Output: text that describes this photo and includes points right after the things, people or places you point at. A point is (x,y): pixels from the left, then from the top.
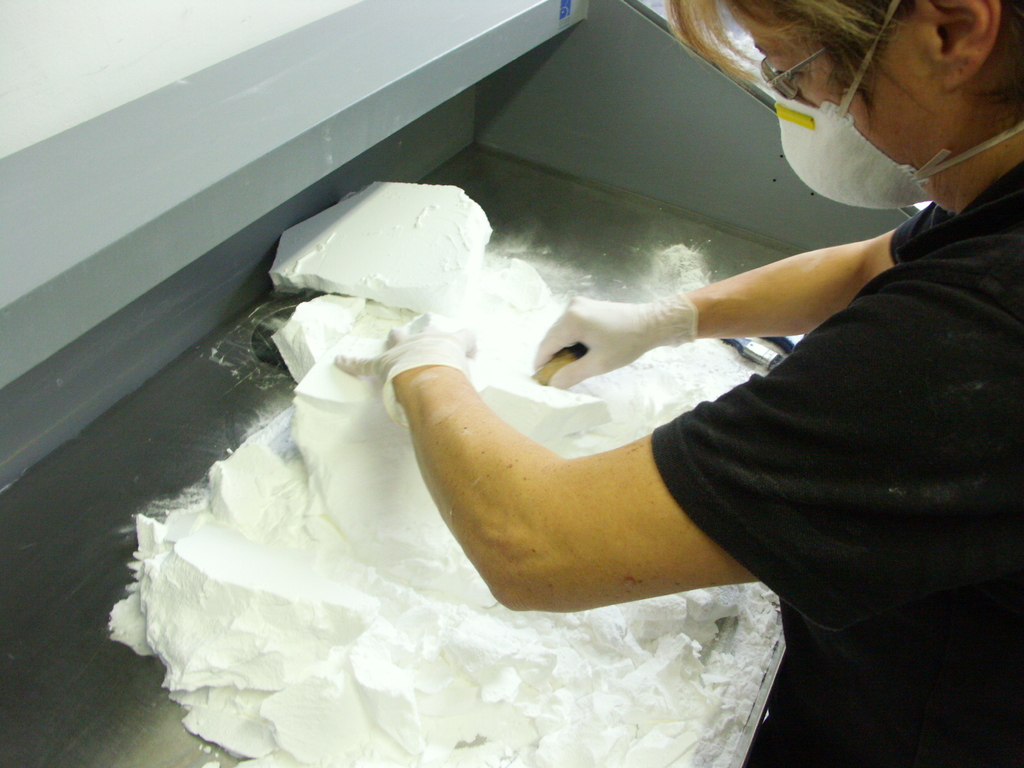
In this image there is a person (652,439) wearing gloves (622,311) and a mask (798,153) is holding the blocks (475,380) of white colored powder (372,576) on a metal platform (85,610).
